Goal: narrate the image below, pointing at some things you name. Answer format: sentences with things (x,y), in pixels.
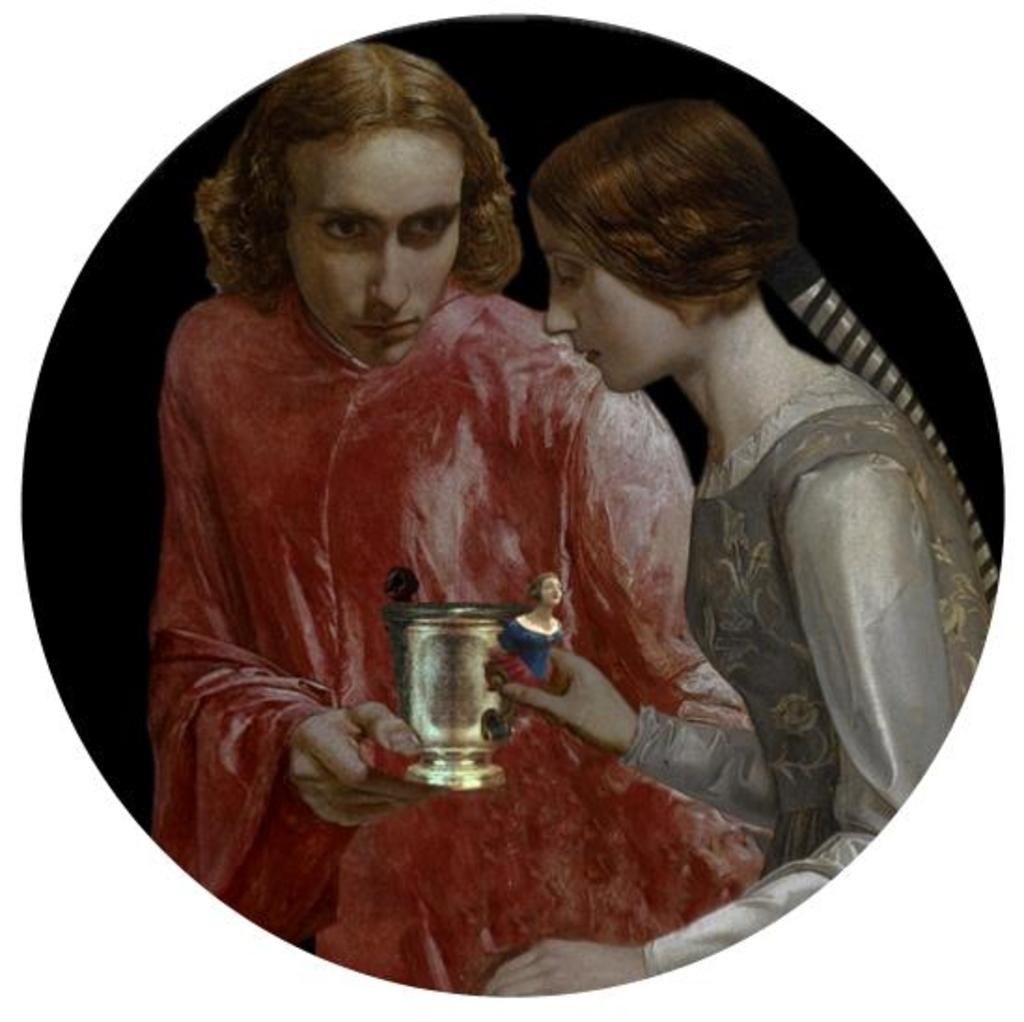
In this image, we can see a painting (631,649). Here we can see two people (675,680) are holding some object (452,725).
